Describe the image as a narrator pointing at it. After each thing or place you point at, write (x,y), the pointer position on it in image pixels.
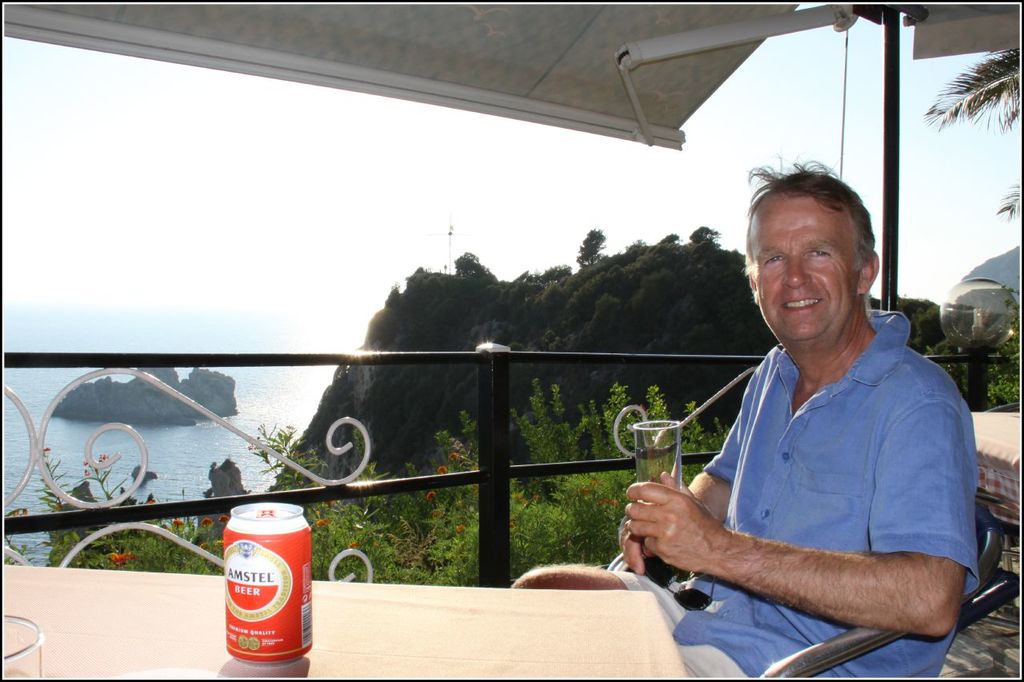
In this picture we can see a man (664,523) sitting on the chair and holding a glass (659,470) in his hand (646,537). We can see a spectacle (672,588) on his lap (700,585). There is a beer can (257,626) and a glass (21,630) on the table (635,643). We can see some fencing (59,398) from left to right. There are few plants (478,450) and trees (713,261). We can see water (28,451) on the left side (258,381).
